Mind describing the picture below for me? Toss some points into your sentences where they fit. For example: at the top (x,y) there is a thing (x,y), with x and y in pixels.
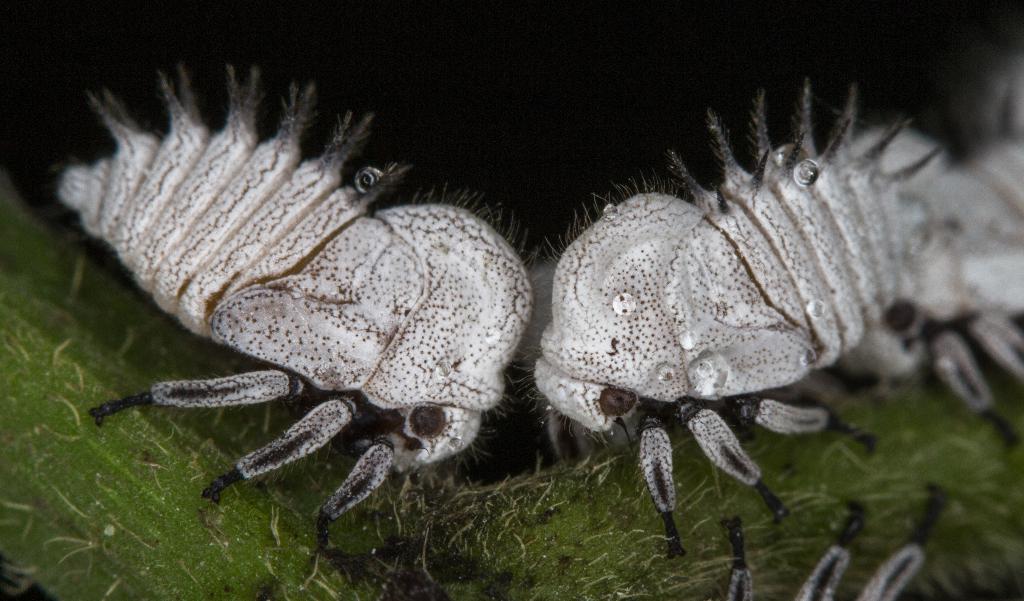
In this image, we can see some insects (599,336) on the green colored object (631,550). We can also see the dark background (547,49).
